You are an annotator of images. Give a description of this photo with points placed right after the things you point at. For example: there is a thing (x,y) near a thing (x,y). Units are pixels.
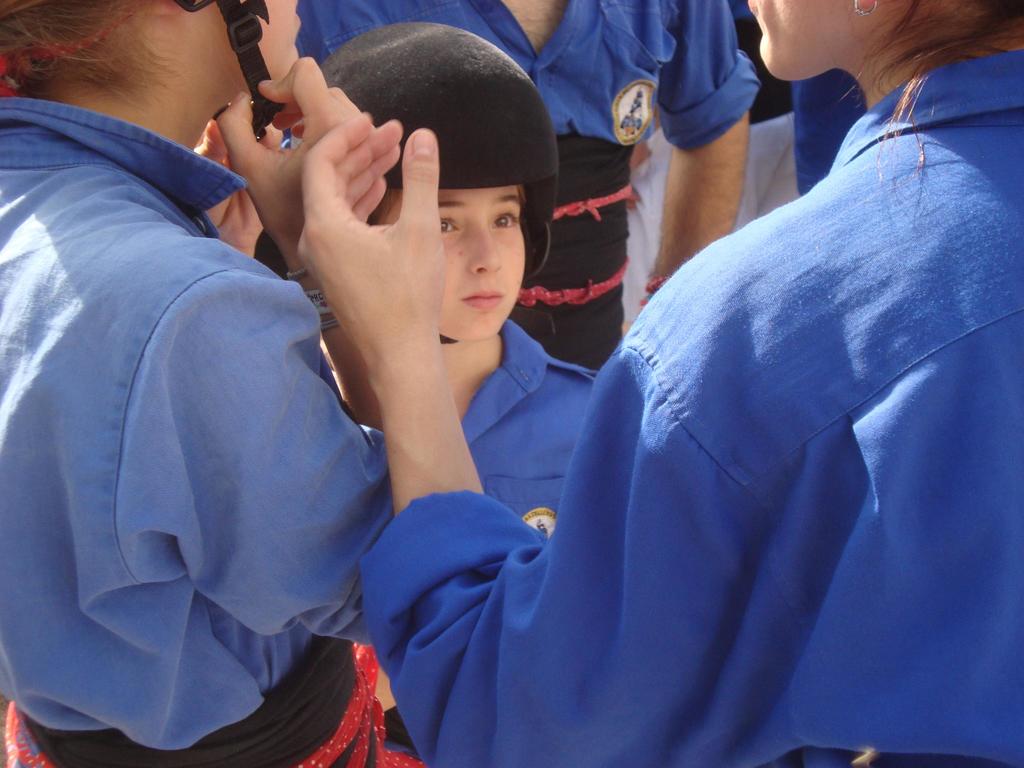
In this picture there is a girl (547,510) who is wearing black helmet (452,102) and blue shirt (541,396). On the right (785,367) there is a woman (862,349) who is wearing blue dress (889,538) and earring (870,1). Besides her there is another woman (255,651) who is wearing black trouser (270,738), shirt (156,480) and black helmet (253,20). In the back (788,98) I can see some peoples (742,156) were standing near to them.
